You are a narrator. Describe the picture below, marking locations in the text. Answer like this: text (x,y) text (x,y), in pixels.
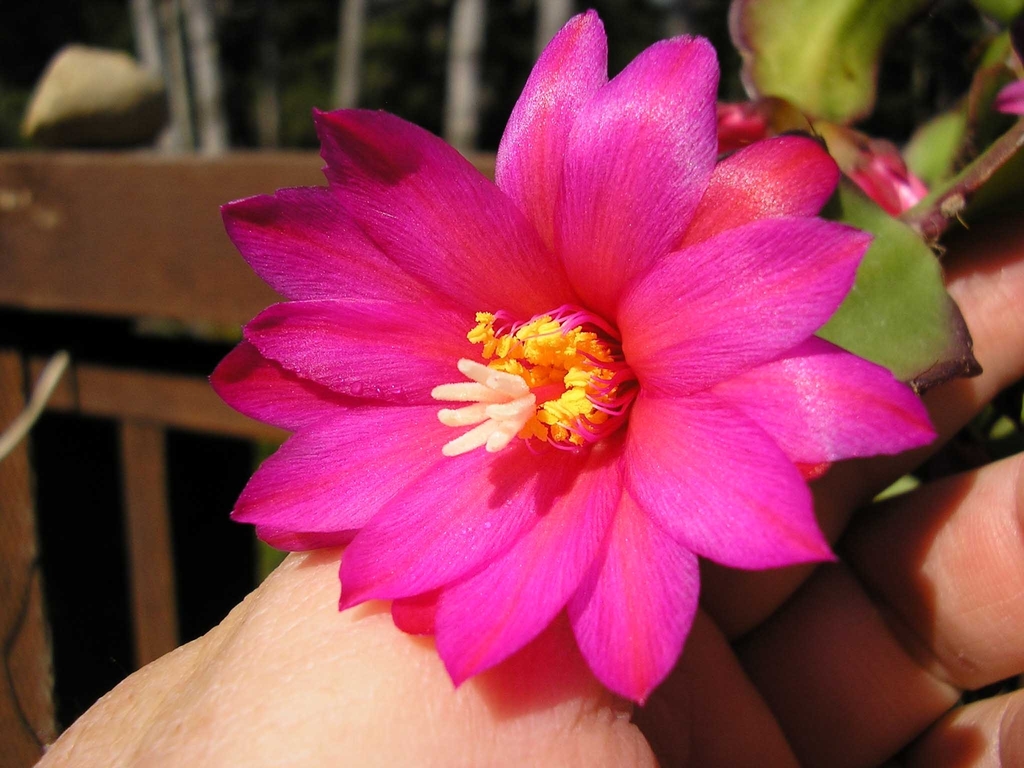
In this image we can see a flower (542,450) in a hand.
